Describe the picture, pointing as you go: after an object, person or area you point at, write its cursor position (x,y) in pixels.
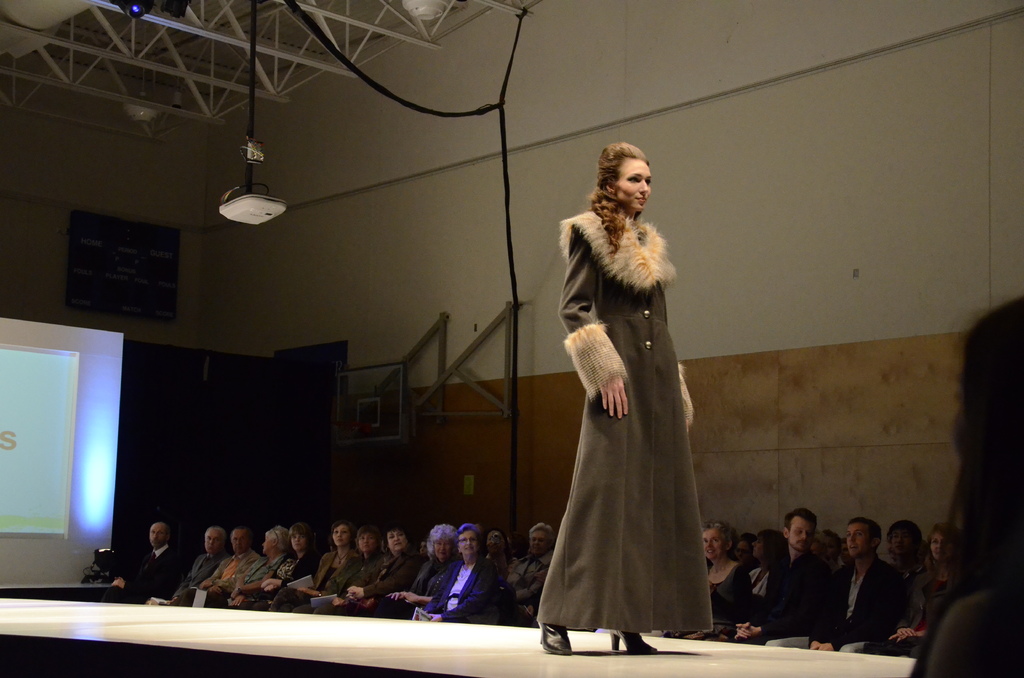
In this image I can see a ramp (244,636) and on it I can see a woman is standing. In the background (770,639) I can see number of people (150,586) are sitting and on the left side of this image (265,198) I can see a projector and its screen (4,330). I can also see few lights (115,0) on the top (143,15) and on the bottom side of the image (97,514).
